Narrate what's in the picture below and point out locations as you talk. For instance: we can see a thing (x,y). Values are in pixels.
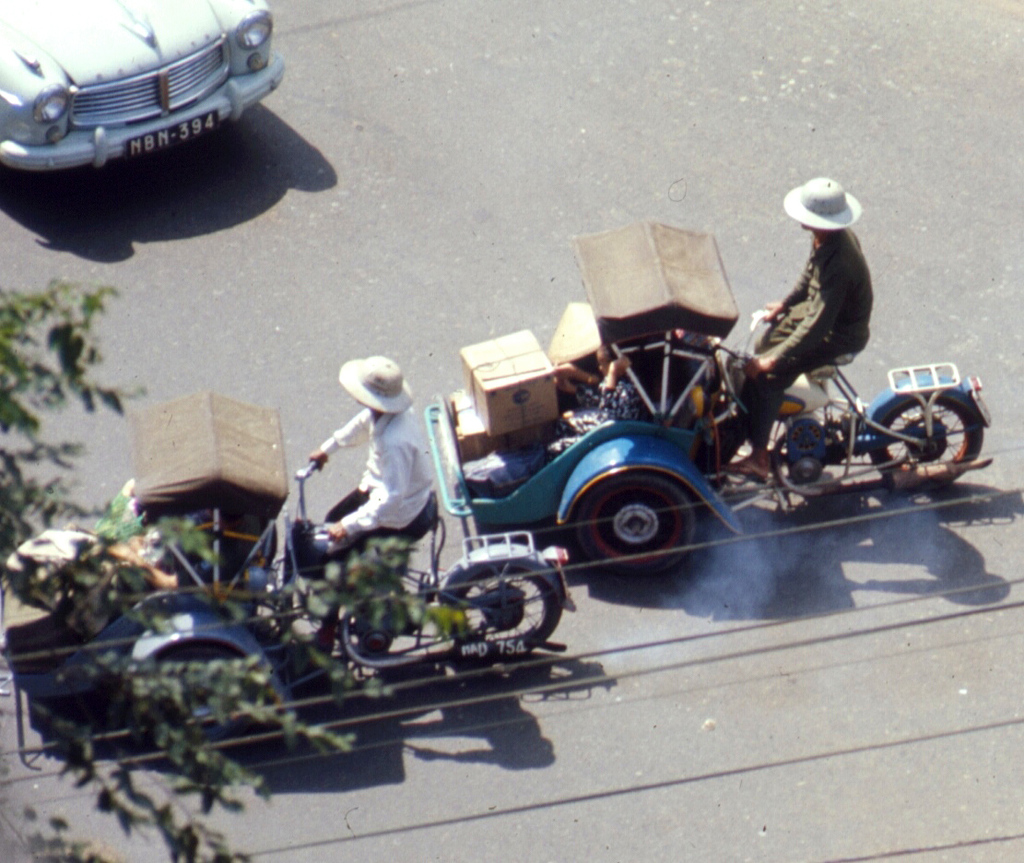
As we can see in the image there is a car (174,92), tree (15,457), boxes (504,426) and two people (851,291) riding vehicles (603,555).
